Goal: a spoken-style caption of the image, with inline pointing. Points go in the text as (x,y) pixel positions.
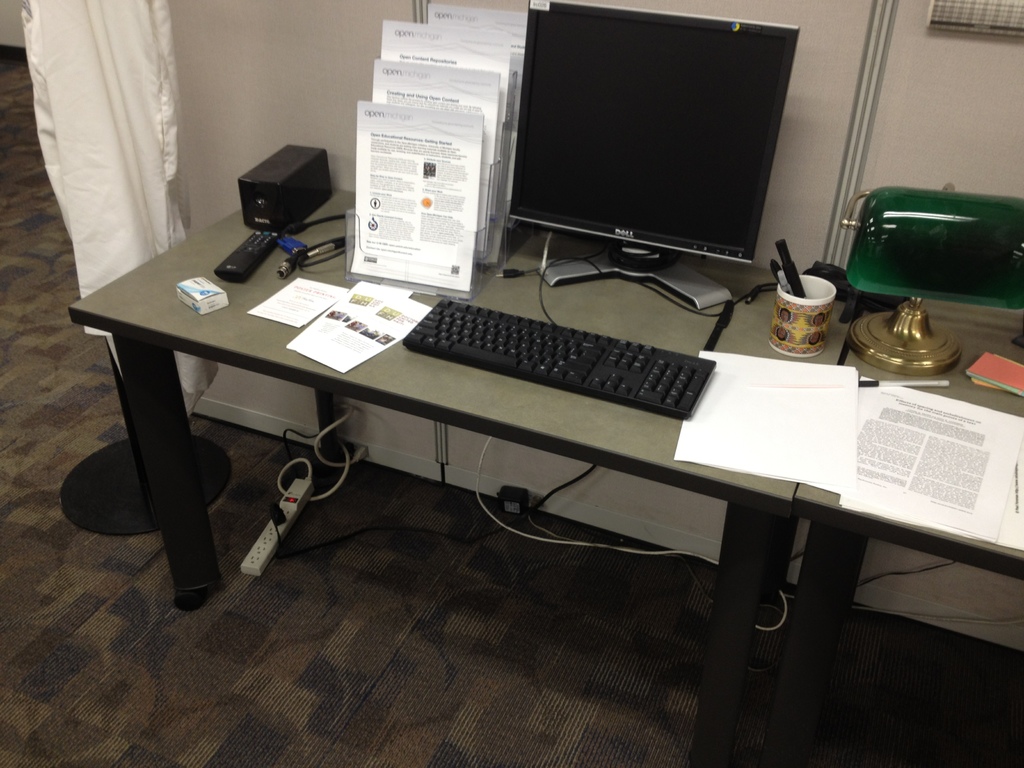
In this image there are books (421,108), a computer (563,166), keyboard (426,342), papers (342,313) and some other objects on the table (675,466), there are cables (414,527) and a plug box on the floor (239,509), there is a curtain (55,43) beside the table (179,271).
